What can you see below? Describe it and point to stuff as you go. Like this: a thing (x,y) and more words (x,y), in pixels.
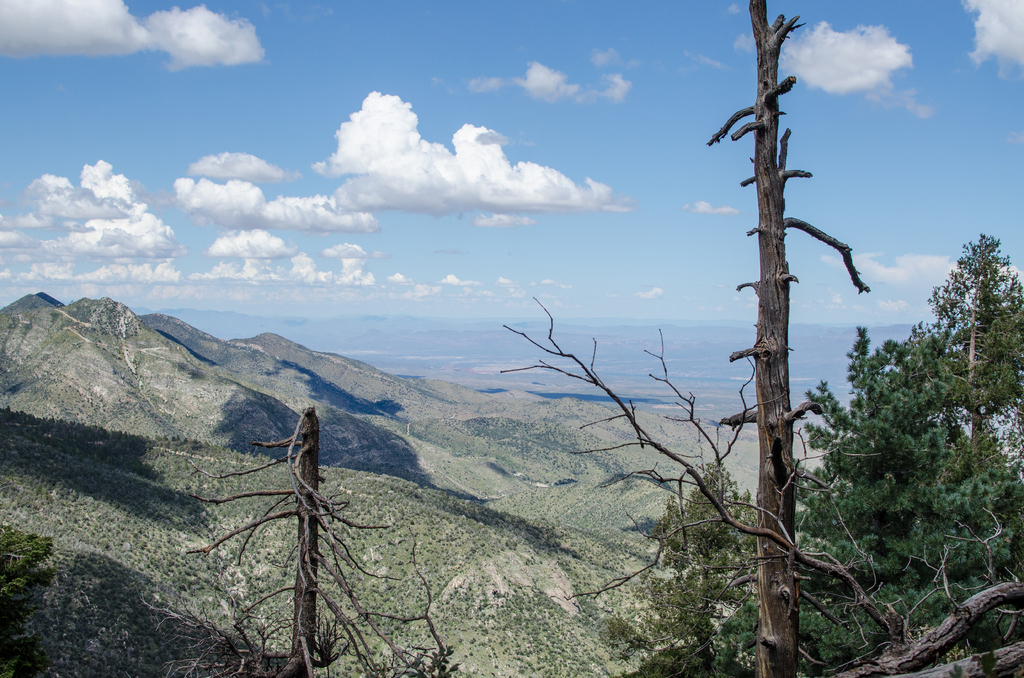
In this image we can see many trees (984,532), there are mountains (484,395), the sky (452,229) is cloudy.
